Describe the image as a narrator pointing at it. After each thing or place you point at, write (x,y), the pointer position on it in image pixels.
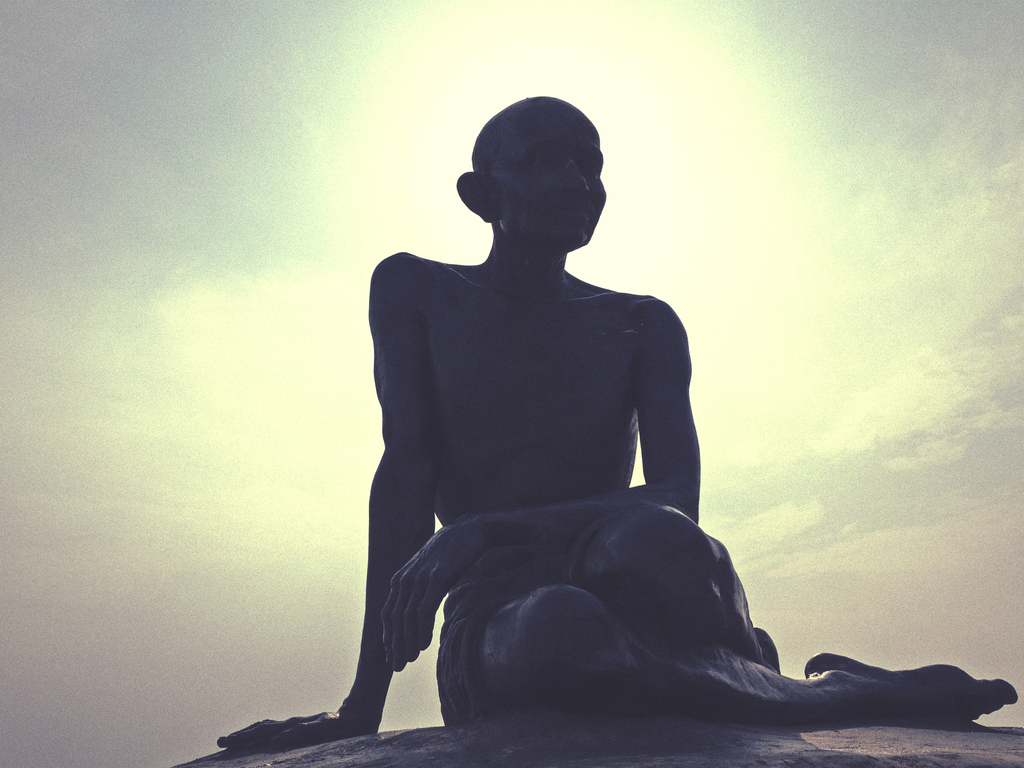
In this image we can see a statue (488,327). In the background (209,418), we can see the sky (871,585).
